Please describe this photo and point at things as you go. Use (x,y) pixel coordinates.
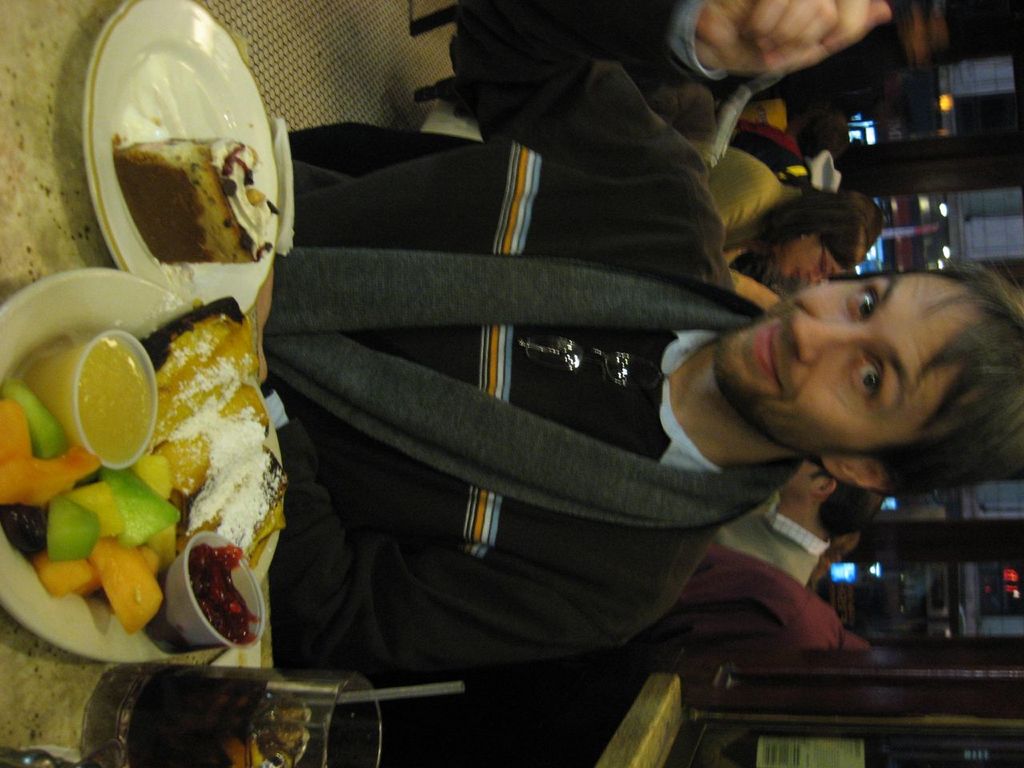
In this image we can see a person (748,331) and an object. On the left side of the image (193,393) there are some food items (35,517) in the plates (77,280) and a glass (248,738) with some liquid (234,747) on the surface (83,687). On the right side of the image (804,453) there are some persons (743,287), glass objects (948,617) and other objects (1015,546).
